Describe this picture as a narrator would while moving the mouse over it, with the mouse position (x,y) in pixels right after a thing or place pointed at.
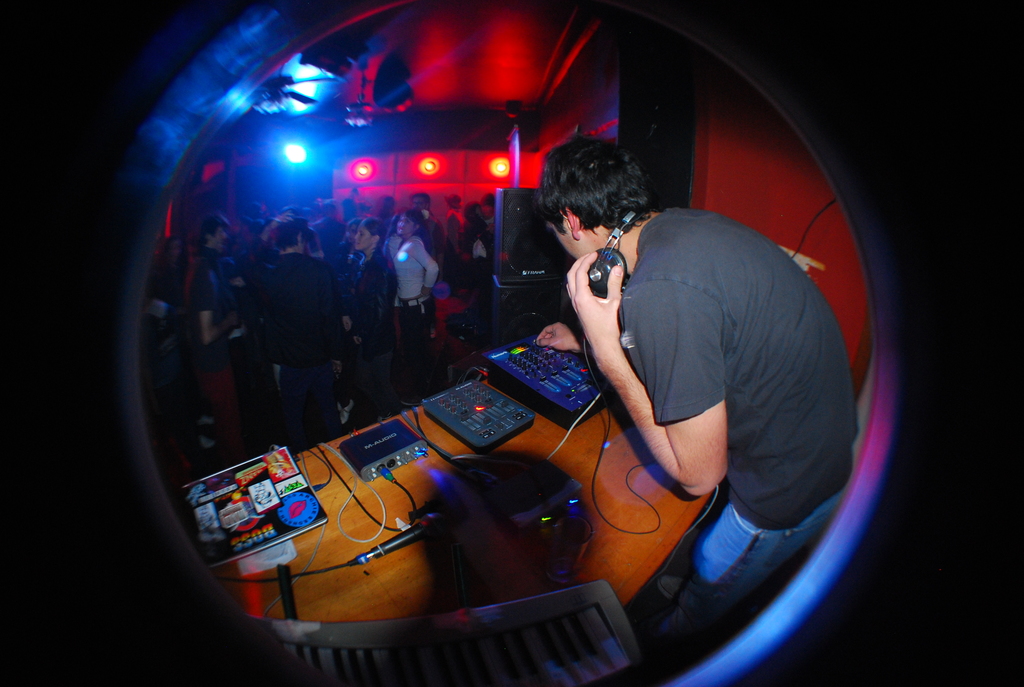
In this image we can see a person (748,390) wore headset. There is a table (532,446). On the table (358,517) we can see devices (297,496), cables (349,559), and a mike (400,535). Here we can see a keyboard (509,628), people (380,410), speakers (518,297), and lights (495,173).
